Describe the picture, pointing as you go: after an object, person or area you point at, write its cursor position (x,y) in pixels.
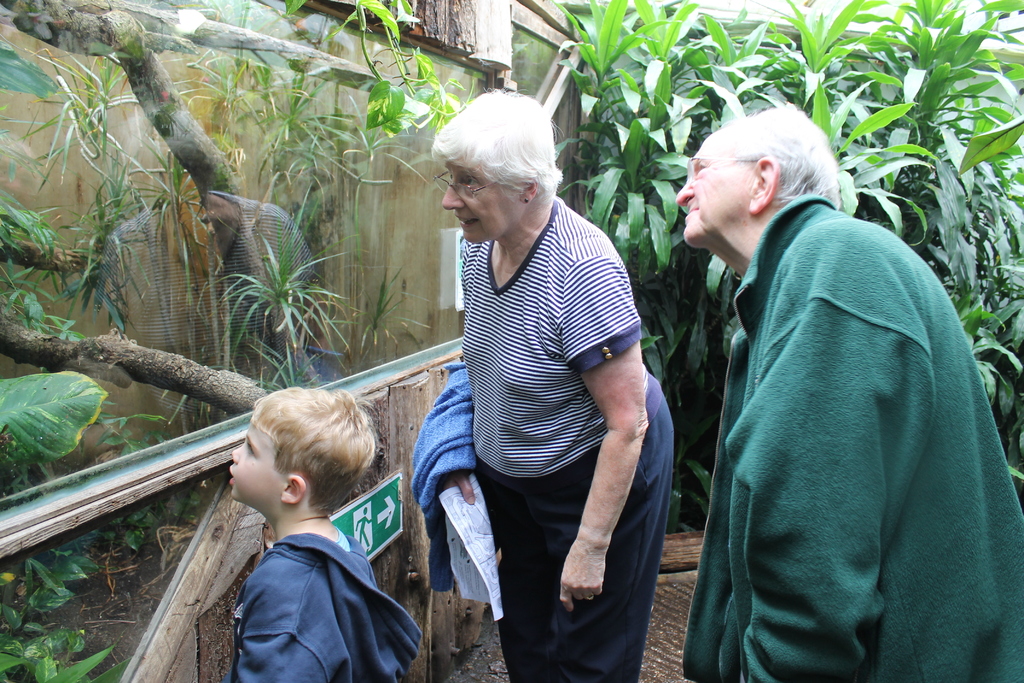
In this image there is a man (788,388) and a woman (562,512) and a kid (310,402), in front of them there is a glass (253,377) in that glass (210,393) there are plants (306,157) in the background (764,45) there are trees (998,337).
